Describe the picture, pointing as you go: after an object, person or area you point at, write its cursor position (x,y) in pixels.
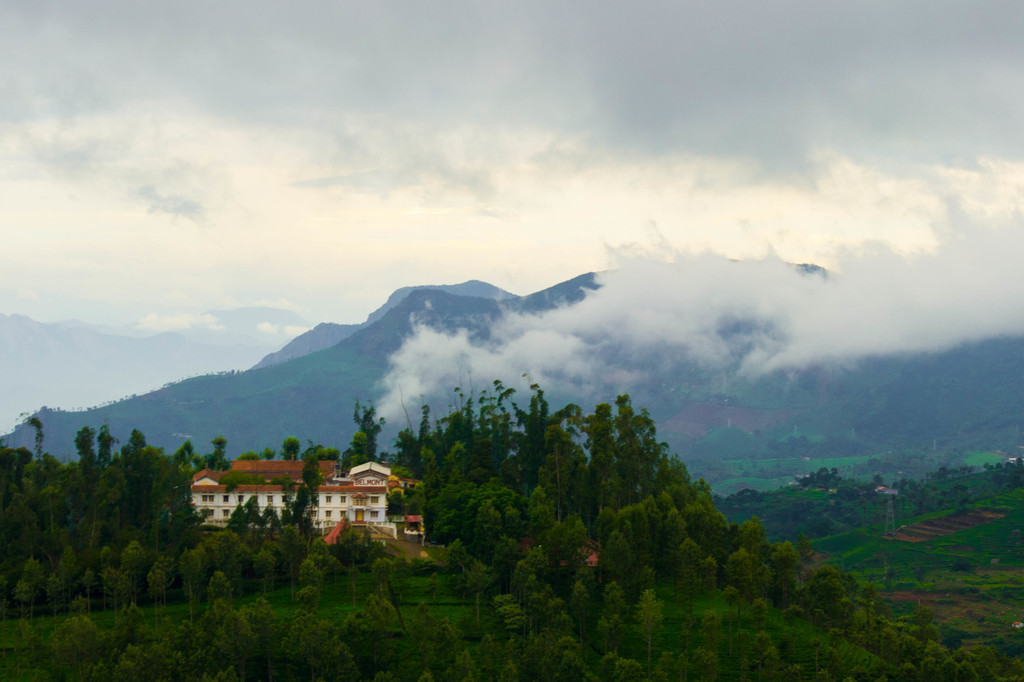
In the image we can see the building (352,506) and the windows (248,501) of the building (352,492). We can even see the trees (583,580), mountains (324,376), grass (933,562), smoke (475,373) and the cloudy sky (134,259).
